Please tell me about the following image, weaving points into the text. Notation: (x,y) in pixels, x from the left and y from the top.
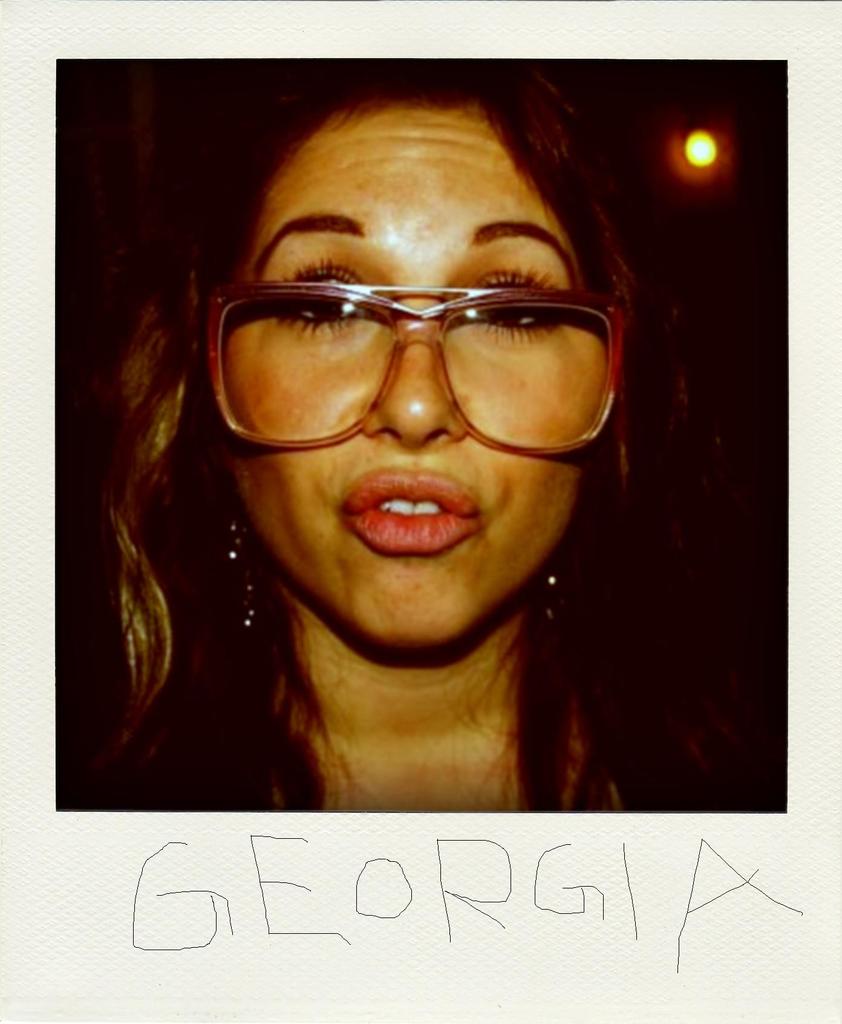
In this image I can see a woman (408,596). The woman (408,485) is wearing glasses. Here I can see a light (703,149). Here I can see something written on the image.
